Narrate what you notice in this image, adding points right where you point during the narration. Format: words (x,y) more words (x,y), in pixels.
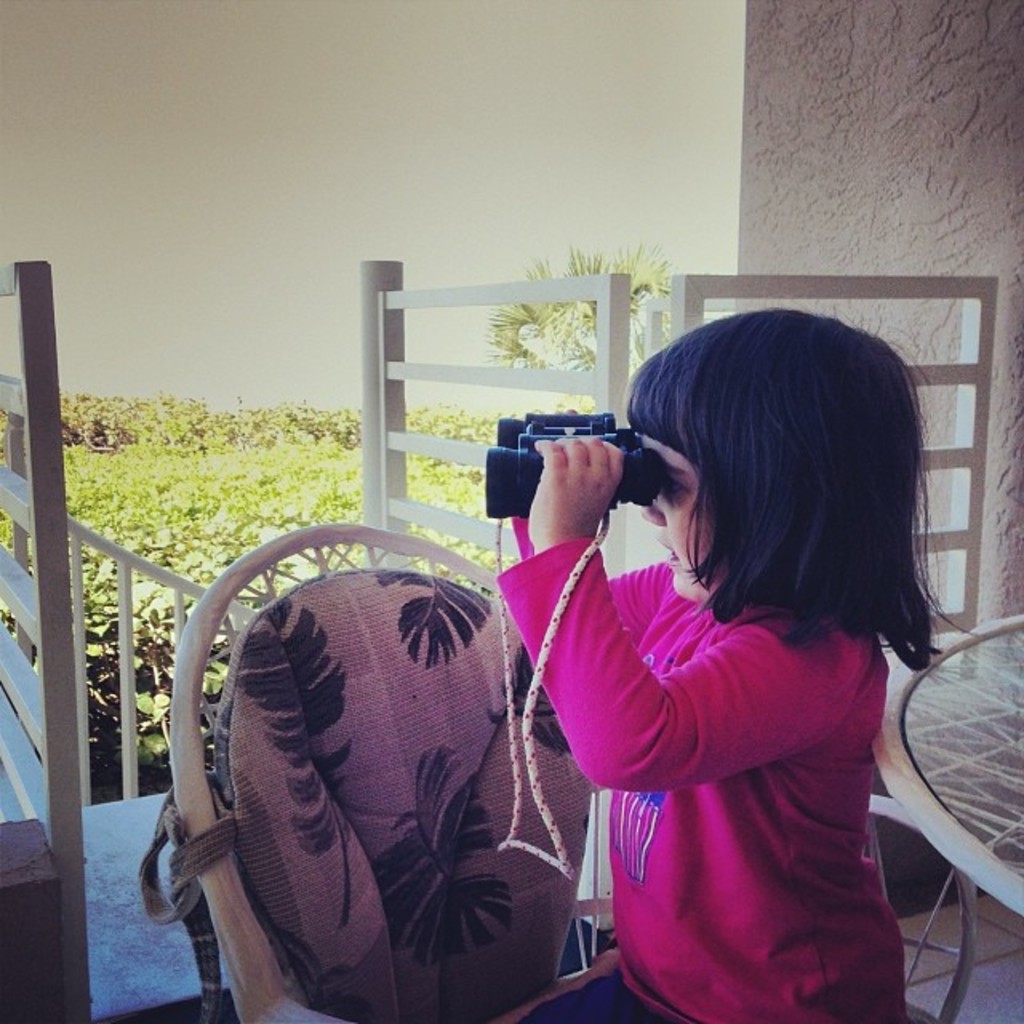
In the foreground of this image (851,795), there is a girl (792,871) sitting on the chair (462,853) holding binoculars (524,496). On the right (990,894), there is a table (1003,766). In the background (572,357), there is white railing (33,449), plants (282,479), tree (642,285) and on the right top (1003,160), there is a pillar (989,151). On the top (381,65), there is unclear background (352,60).
